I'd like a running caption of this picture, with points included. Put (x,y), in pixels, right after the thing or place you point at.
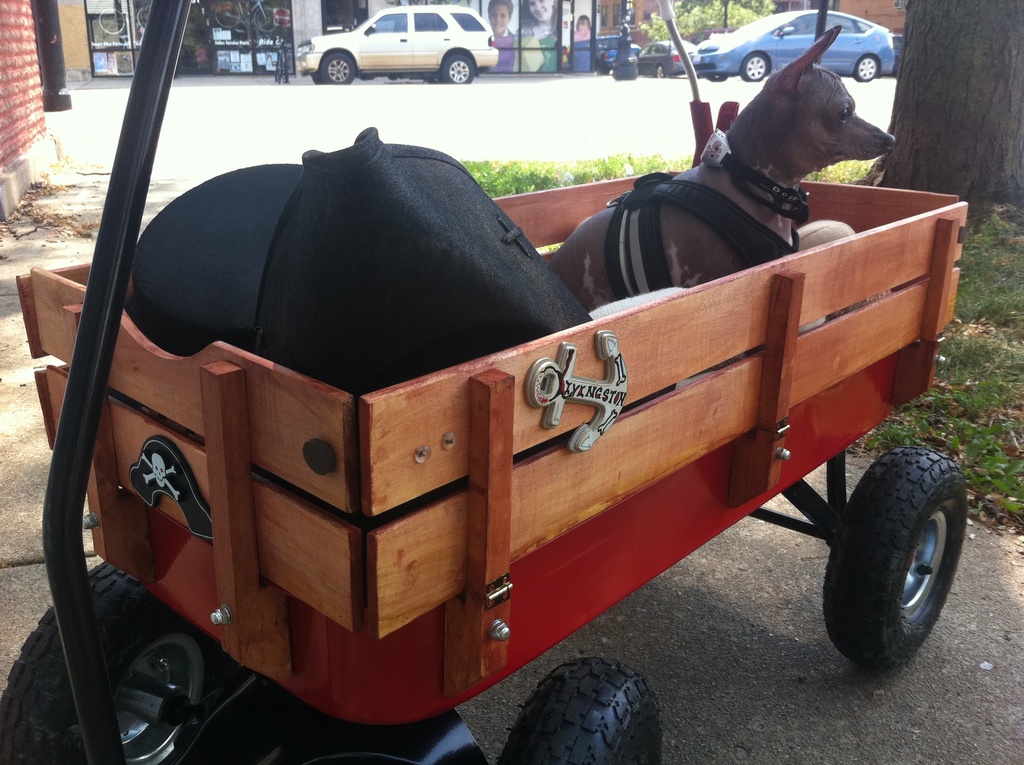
In the image we can see there is a dog (815,83) sitting in the basket cart (583,396) and the basket cart (456,591) is parked on the road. There are clothes (401,306) kept in the cart (886,631) and there is a tree (971,14). The ground (984,354) is covered with grass (993,389), behind there are cars (861,34) parked on the road (193,143) and there are buildings (570,60).
